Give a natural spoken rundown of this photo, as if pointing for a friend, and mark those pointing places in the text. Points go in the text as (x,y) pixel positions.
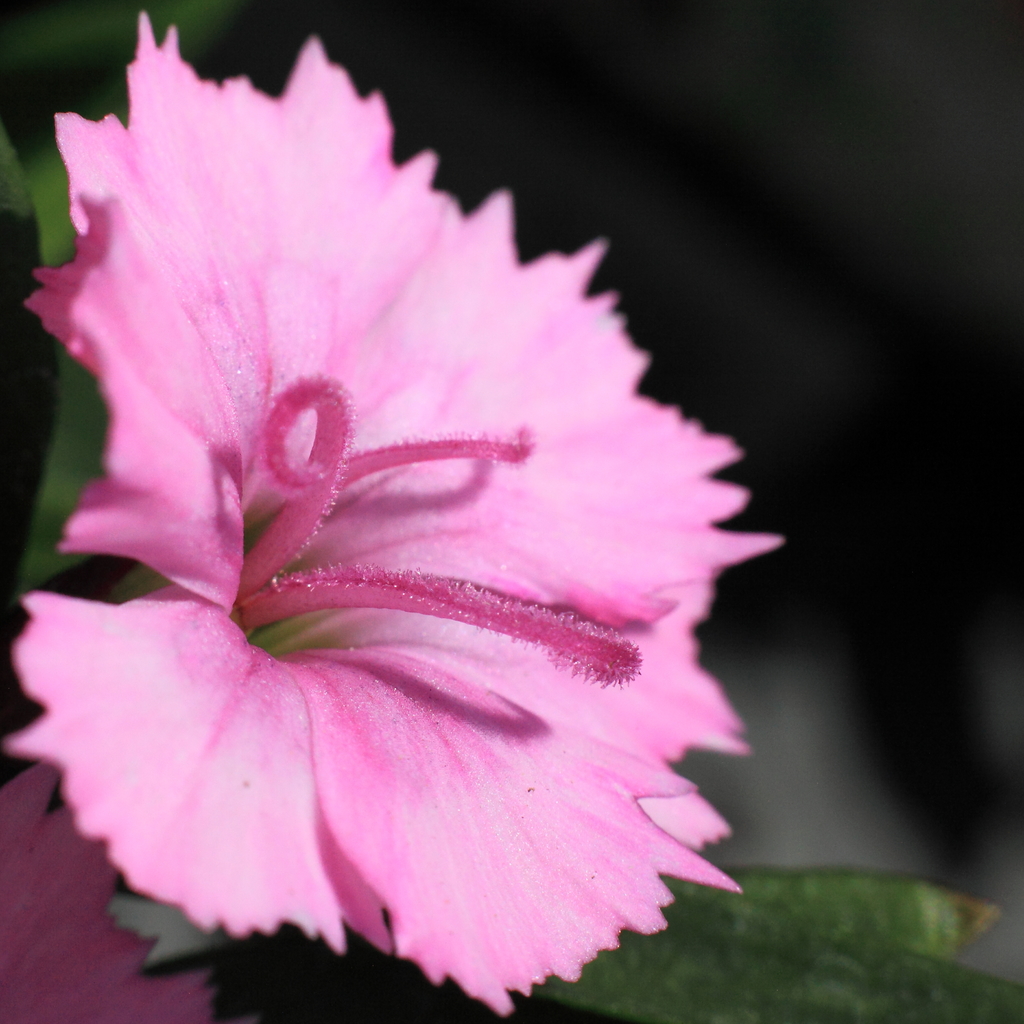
In this image we can see a flower (425,542) which is in pink color.
